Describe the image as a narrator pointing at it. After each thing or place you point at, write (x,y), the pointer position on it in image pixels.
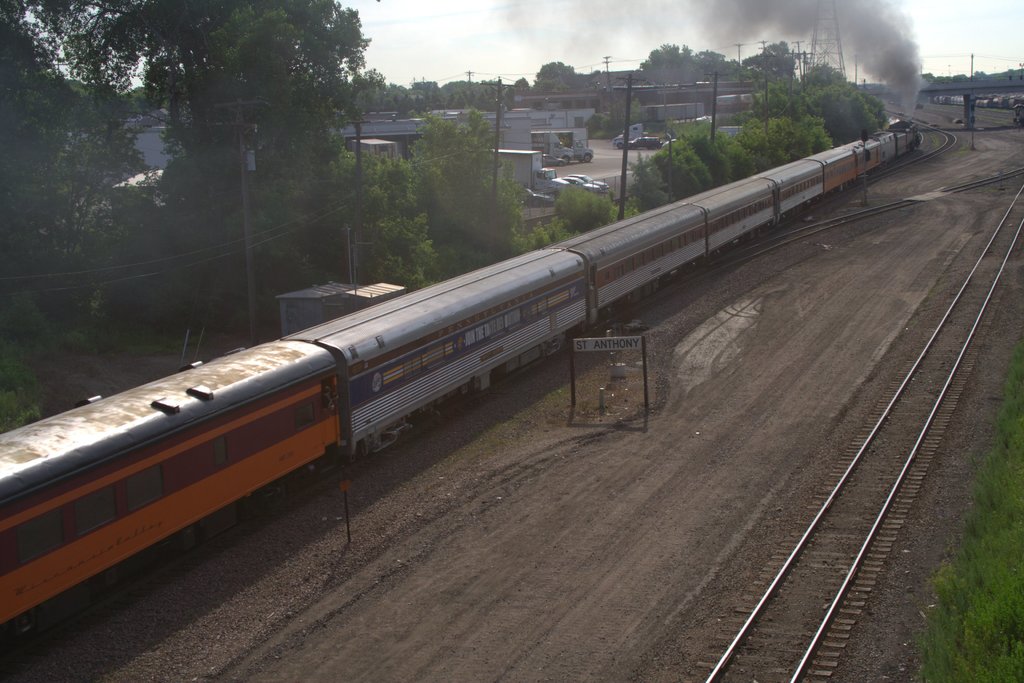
In this image there is a train (561,282) on the tracks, to the right of the train (637,250) there are tracks (910,439) on the surface (717,319), to the left of the train (614,242) there are trees (464,216), electric poles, cars (553,176) and buildings (544,122), on top of the electric poles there are cables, in front of the train (917,131) there is a bridge (944,90) and there is smoke (911,88) coming out of the train (637,232).
